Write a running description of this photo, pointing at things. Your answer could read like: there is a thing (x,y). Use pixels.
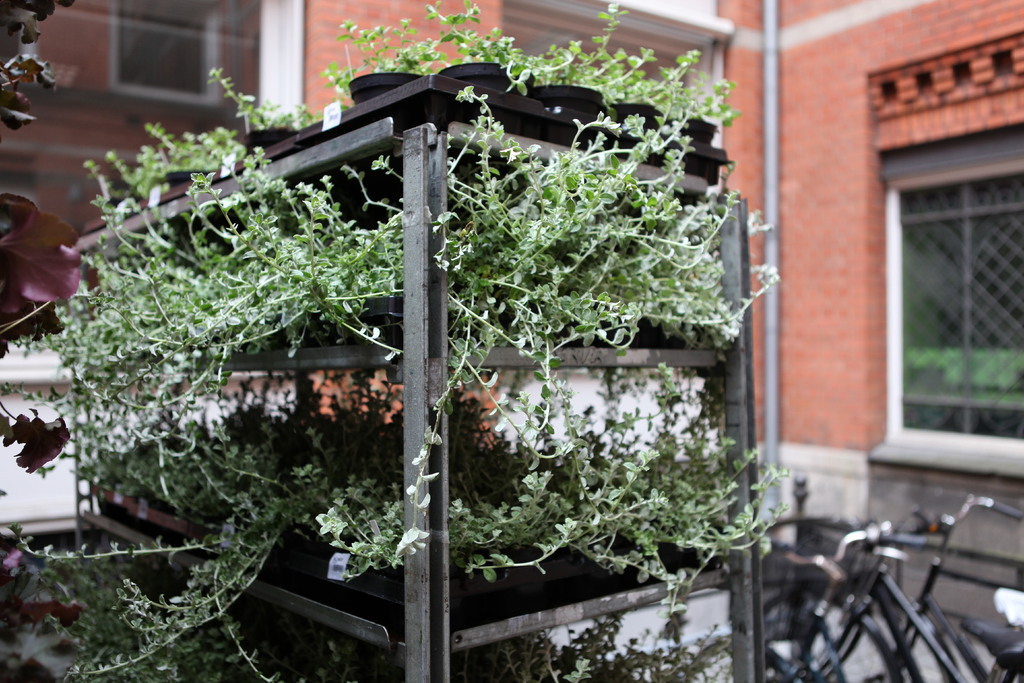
In this image we can see plants (460,314) potted in the trays (434,100) and placed in the cupboard (369,580). In the background (550,18) there are buildings (547,32), windows (554,18), pipelines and bicycles (876,613) on the floor (838,629).
